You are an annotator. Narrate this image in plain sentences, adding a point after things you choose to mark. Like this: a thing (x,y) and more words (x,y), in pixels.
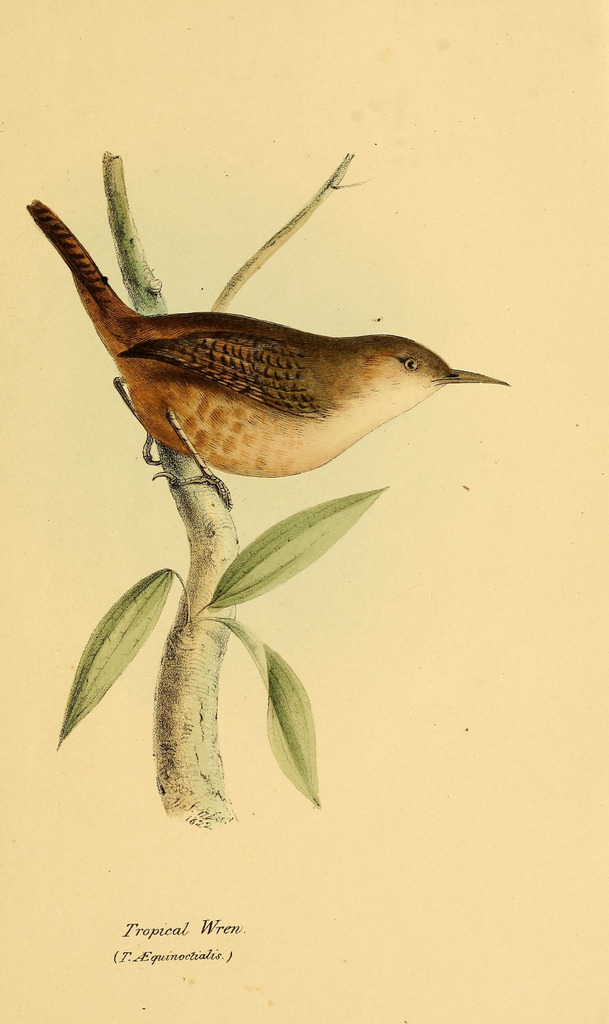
In this image we can see picture of a bird (273,396) sitting on a branch (212,539) of a tree (188,633) and leaves (276,556).
